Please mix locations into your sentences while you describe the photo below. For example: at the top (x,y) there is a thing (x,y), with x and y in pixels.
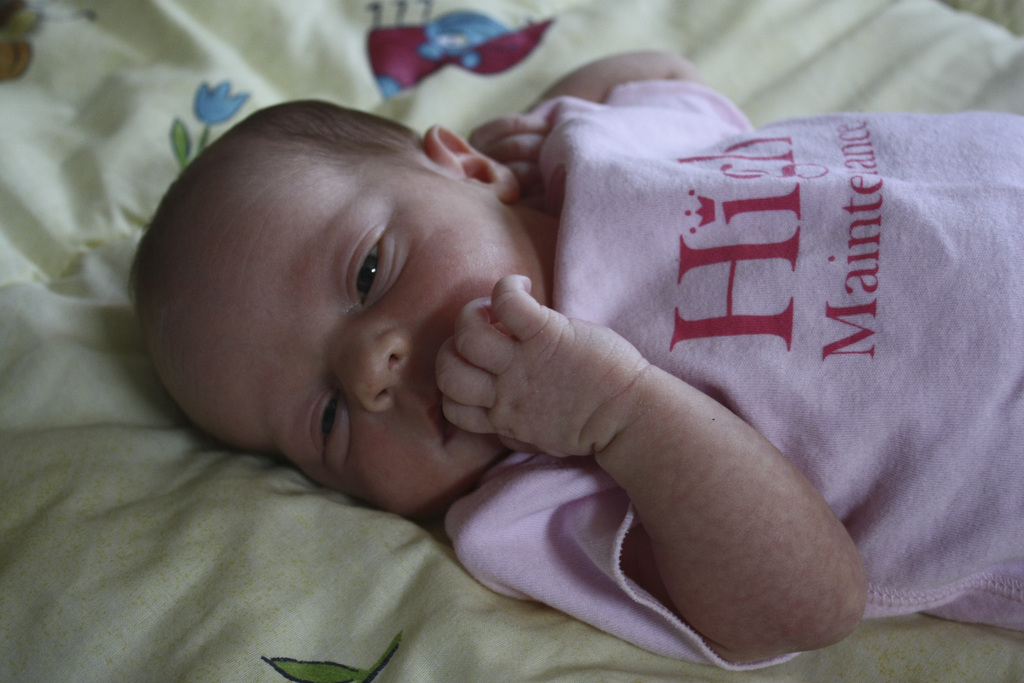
In this picture we can see a baby (547,492) lying on a cloth (742,72).
